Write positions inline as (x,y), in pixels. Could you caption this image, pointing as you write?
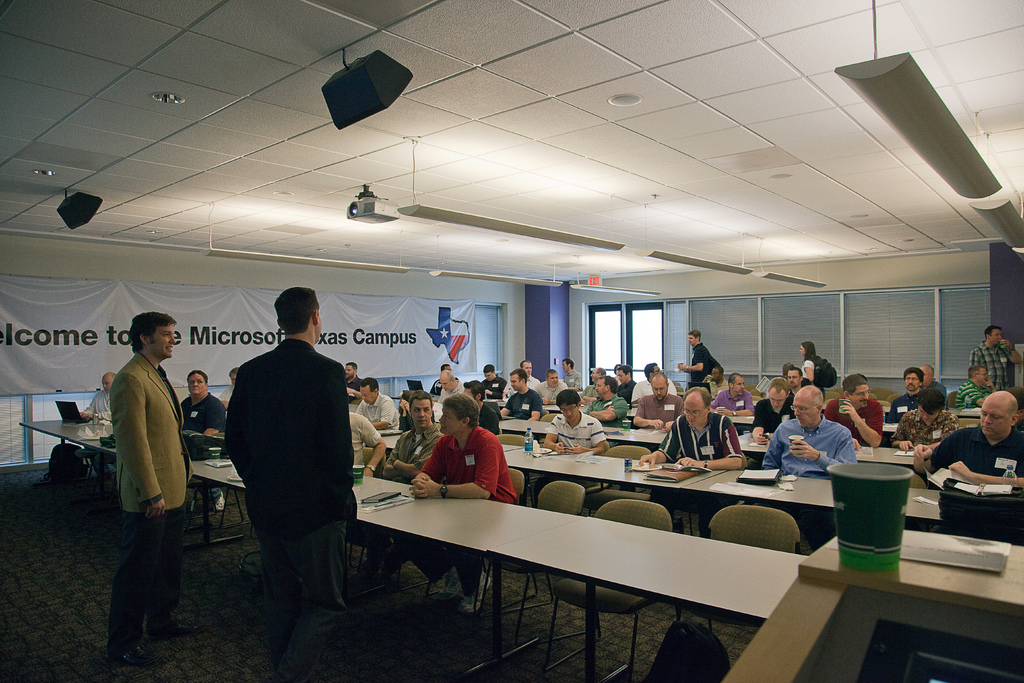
In the image we can see group of people (569,377) were sitting on the chair (612,449) in front of table (571,455). And in front (290,399) we can see two persons (290,358) were standing. The right corner (867,478) we can see one glass (844,513). And coming to the background (622,325) we can see the door (628,349).
